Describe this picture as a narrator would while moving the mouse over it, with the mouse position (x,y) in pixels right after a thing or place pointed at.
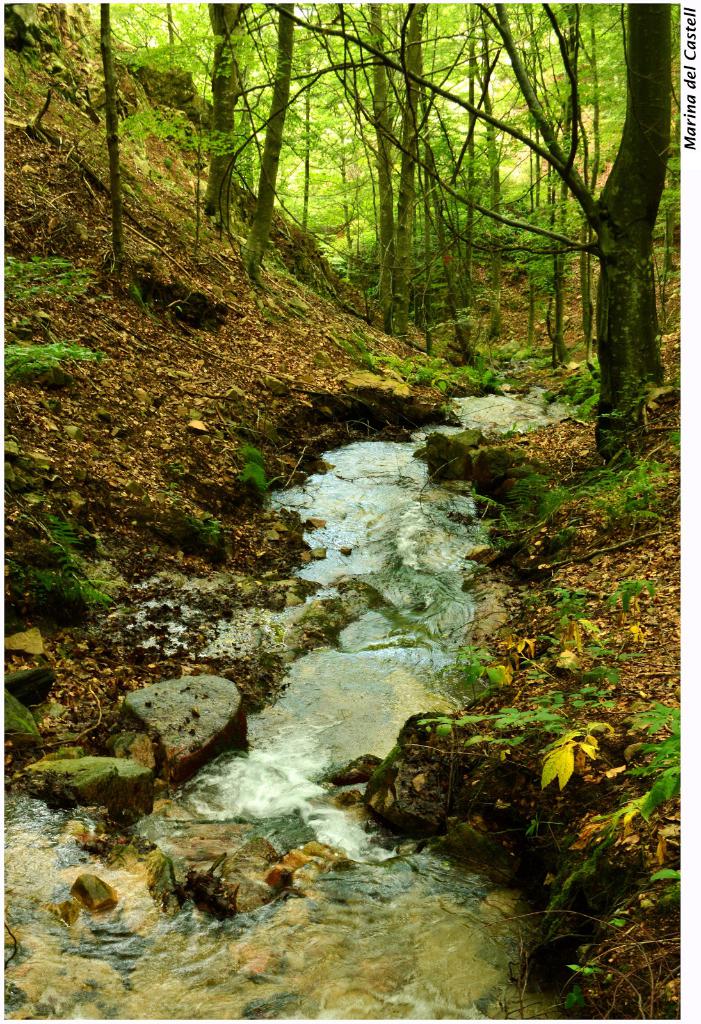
In this image, I see the water (514,1011) and in the background (675,242) I see a number of trees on the land (67,357).
